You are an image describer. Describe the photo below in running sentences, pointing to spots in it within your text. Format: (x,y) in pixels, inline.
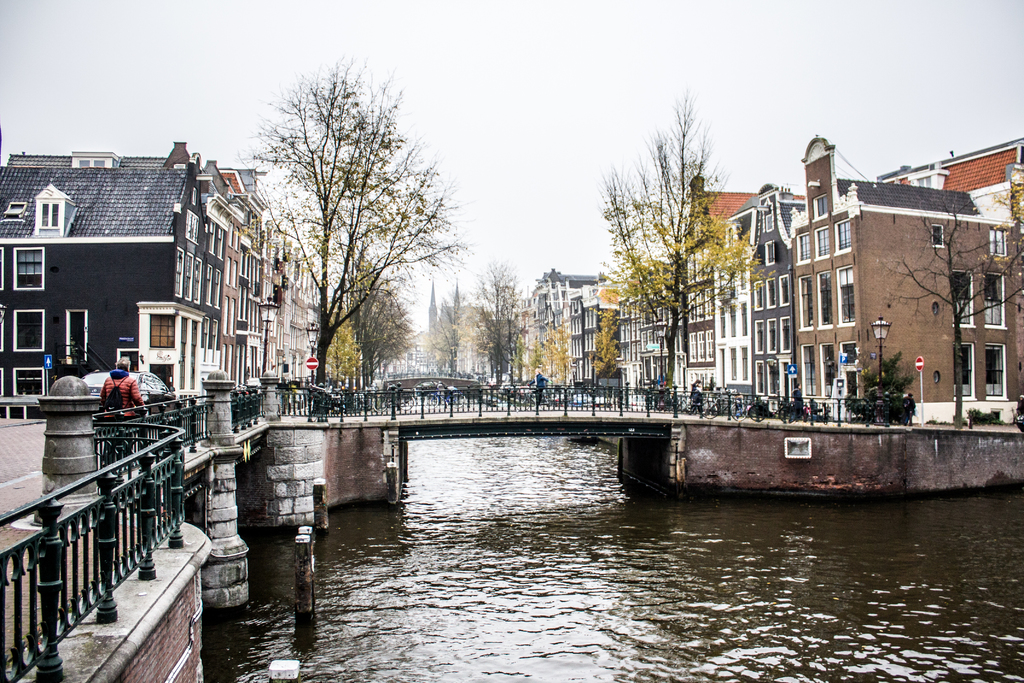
This picture shows few buildings (788,262) and we see trees (363,257) and a bridge (439,409) and we see a man (127,382) standing. He wore a backpack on his back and we see water (512,484) and few sign boards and few people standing and we see another bridge (405,374) and a cloudy Sky (402,109).
